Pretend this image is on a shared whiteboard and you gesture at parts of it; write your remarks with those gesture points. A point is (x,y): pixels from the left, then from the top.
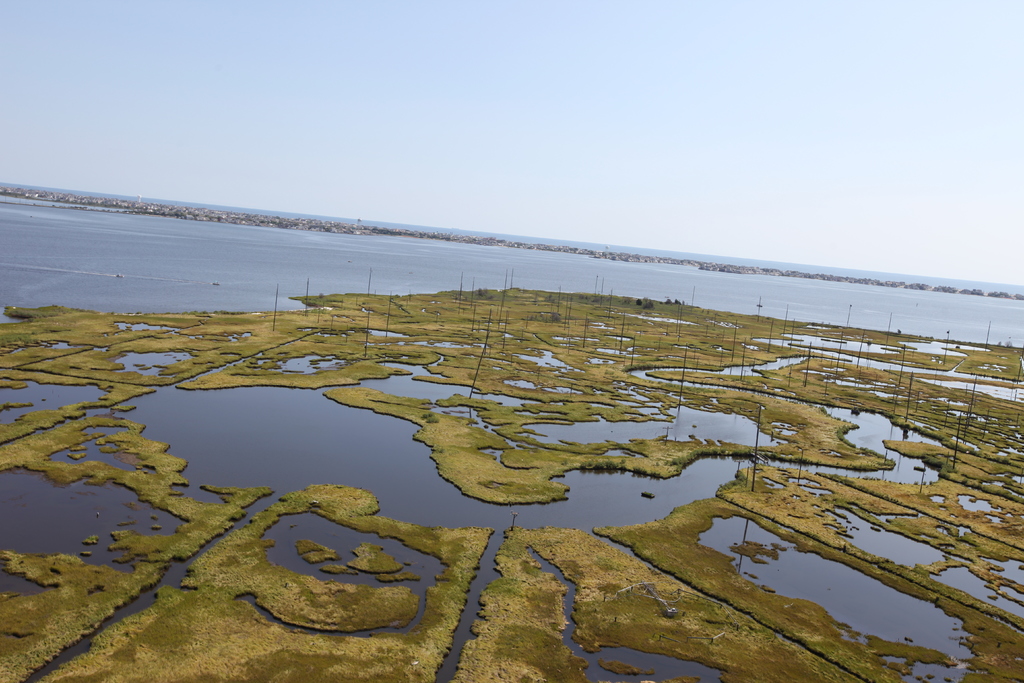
This is water (189,242) and this is the land (536,586) on it.
